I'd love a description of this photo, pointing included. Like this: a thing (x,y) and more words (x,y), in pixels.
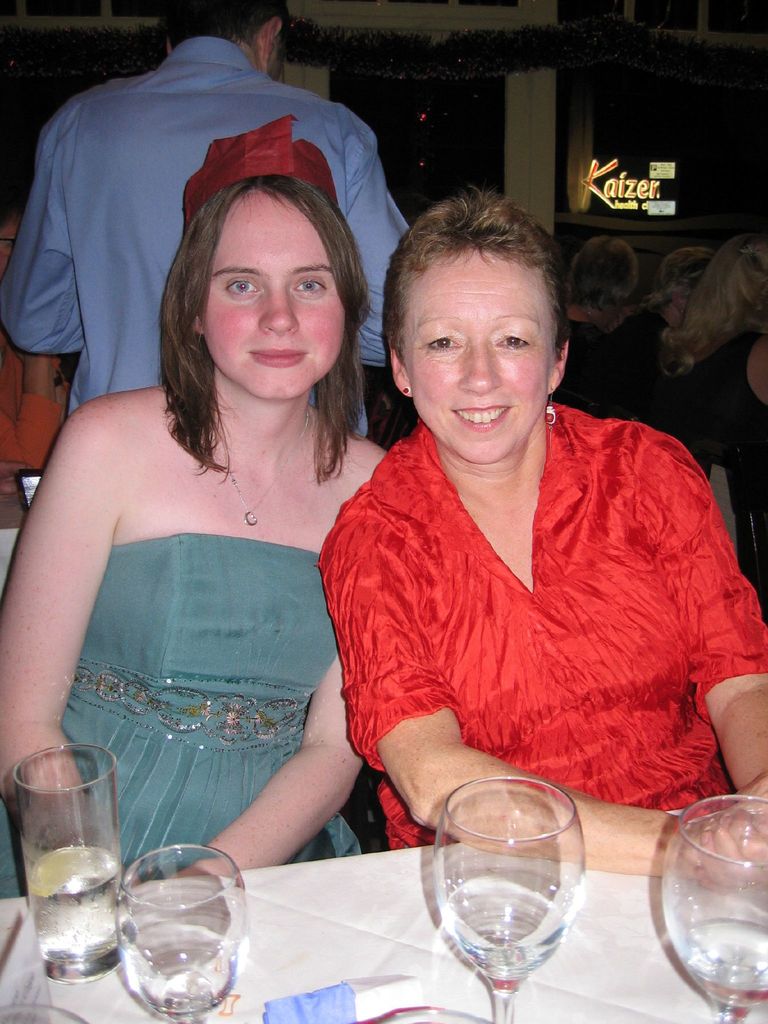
At the bottom of the image (87,793) there is a table (92,1022), on the table (137,1012) there are some glasses (49,839). Behind the table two women (139,786) are sitting and smiling. Behind them a person (140,234) is standing. In front him few people (750,432) are sitting. At the top of the image (381,110) there is wall (319,27).
